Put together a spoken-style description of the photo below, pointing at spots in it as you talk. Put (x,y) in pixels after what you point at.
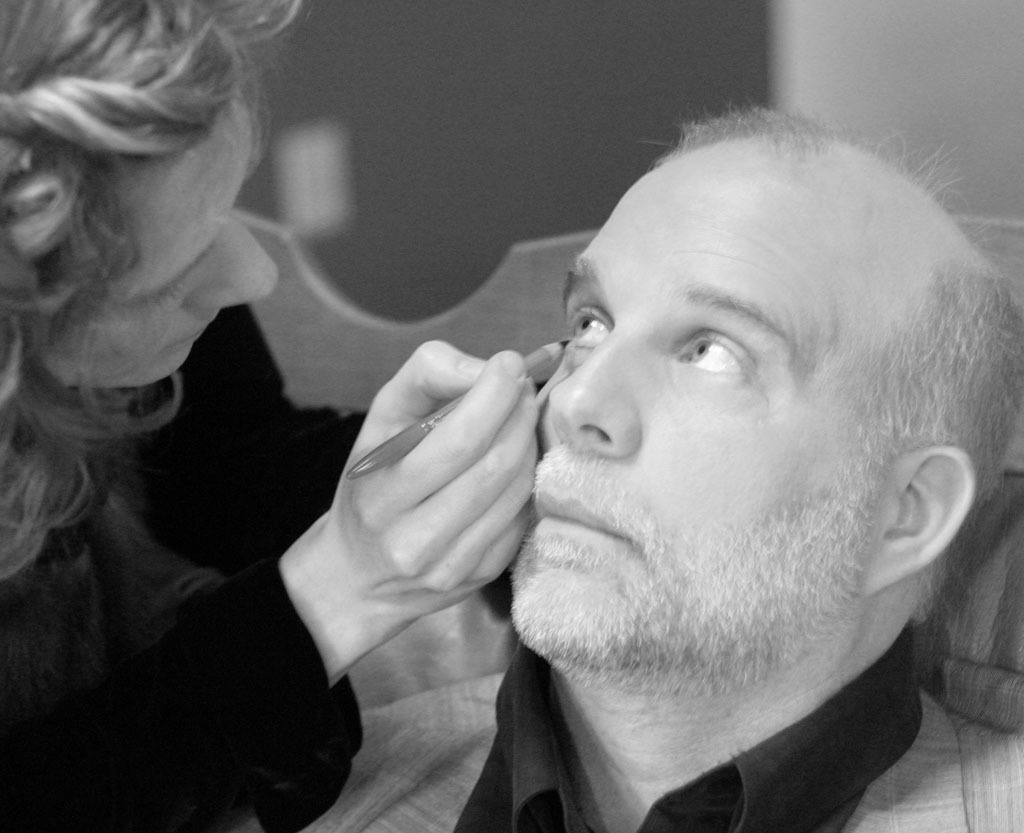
This is a black and white pic. On the left (267,285) there is a woman (285,504) holding a pen (412,441) in her hand (417,505) at the eye (583,318) of a man (744,725) who is sitting on the chair (945,669). In the background (426,133) the image is blur.
